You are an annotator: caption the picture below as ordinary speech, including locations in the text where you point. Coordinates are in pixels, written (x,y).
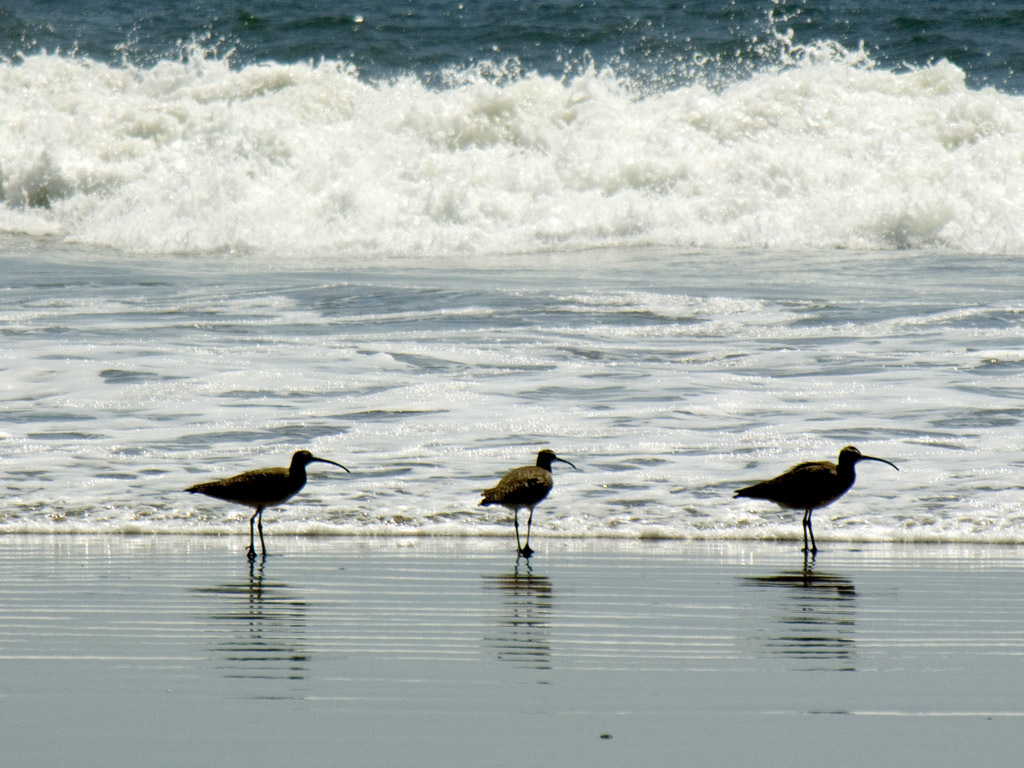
In this image there are birds (231,500) and water (464,290).
